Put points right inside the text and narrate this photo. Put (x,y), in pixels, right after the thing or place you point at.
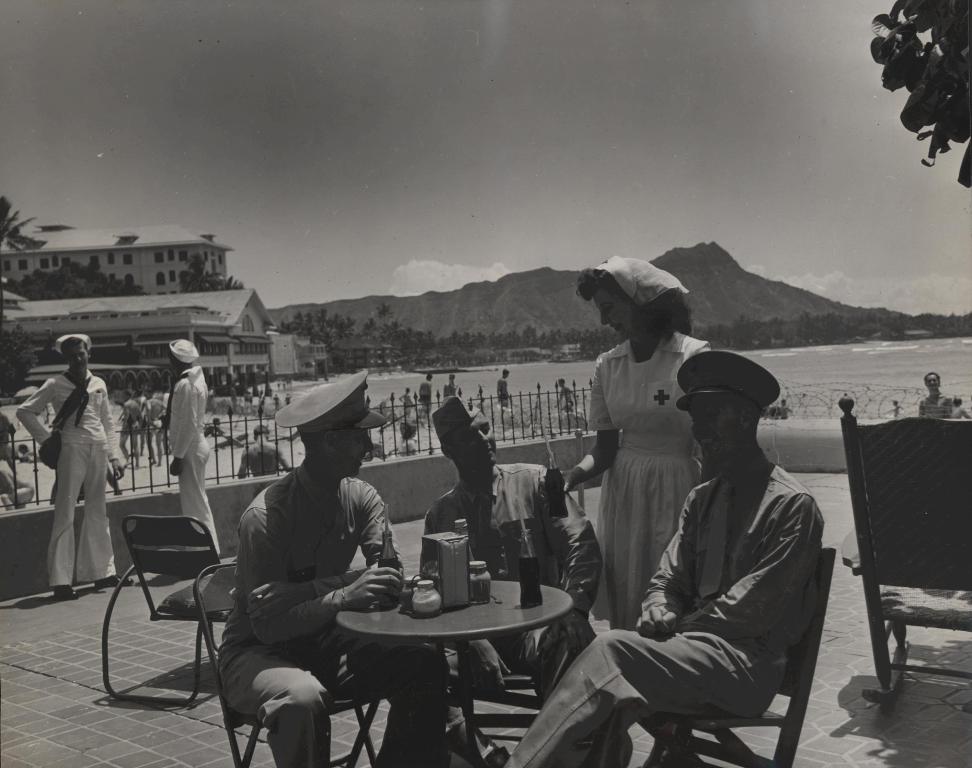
There are three people (542,575) sitting in chair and there is a table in front of them and the person (659,416) wearing white dress (615,420) is standing and there is a building (147,300) in the left corner (158,287) and there is a mountain (807,313) and ocean (856,361) in the background (864,365).
